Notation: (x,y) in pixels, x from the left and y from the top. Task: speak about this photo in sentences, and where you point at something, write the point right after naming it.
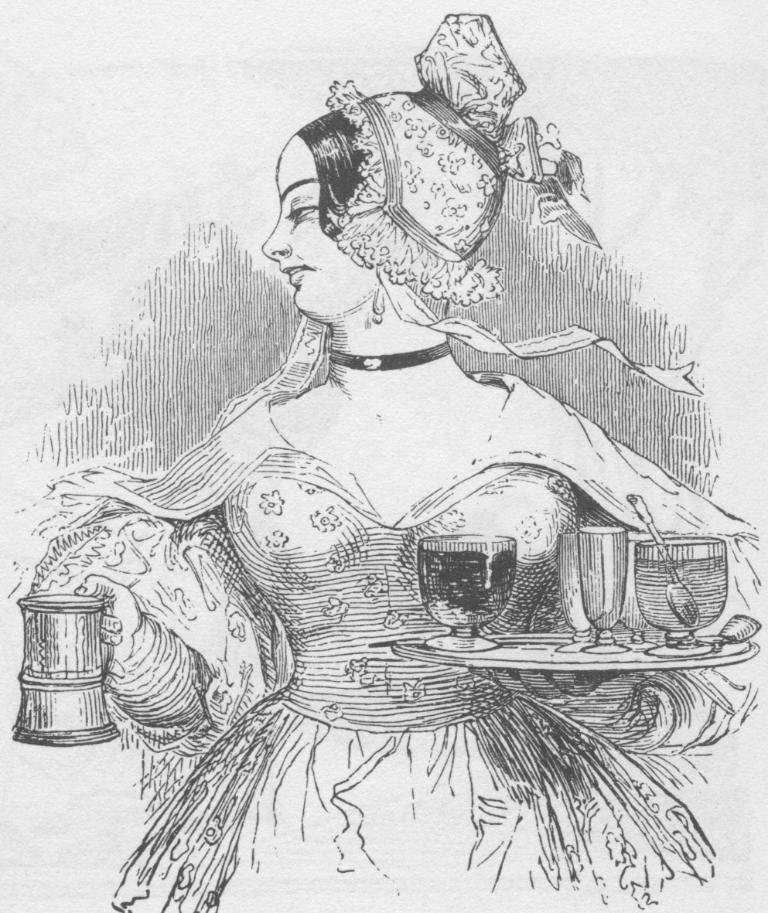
In this image we can see a sketch of a woman (365,285) holding a jug (57,660) and a plate (532,649) with glasses (566,600), bowls (496,592) and a spoon (672,581) in the bowl (682,631).
